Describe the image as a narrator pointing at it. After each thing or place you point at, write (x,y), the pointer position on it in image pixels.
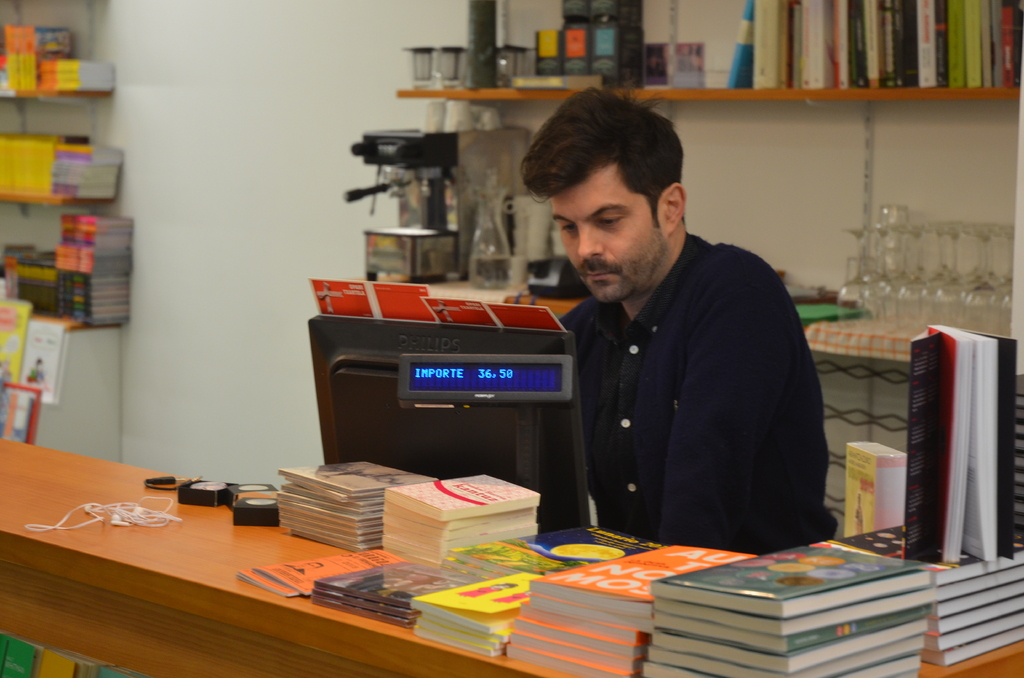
In this picture, There is a table (147,578) which is in yellow color on that table (22,494) there are some books (535,586) and there is a computer (384,424) which is in black color and in the middle (669,450) there is a man (701,470) sitting and he is looking in the computer (529,357), In the background (878,280) there are some books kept in the shelf (990,94) and there are some glasses (920,262) kept on the table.
